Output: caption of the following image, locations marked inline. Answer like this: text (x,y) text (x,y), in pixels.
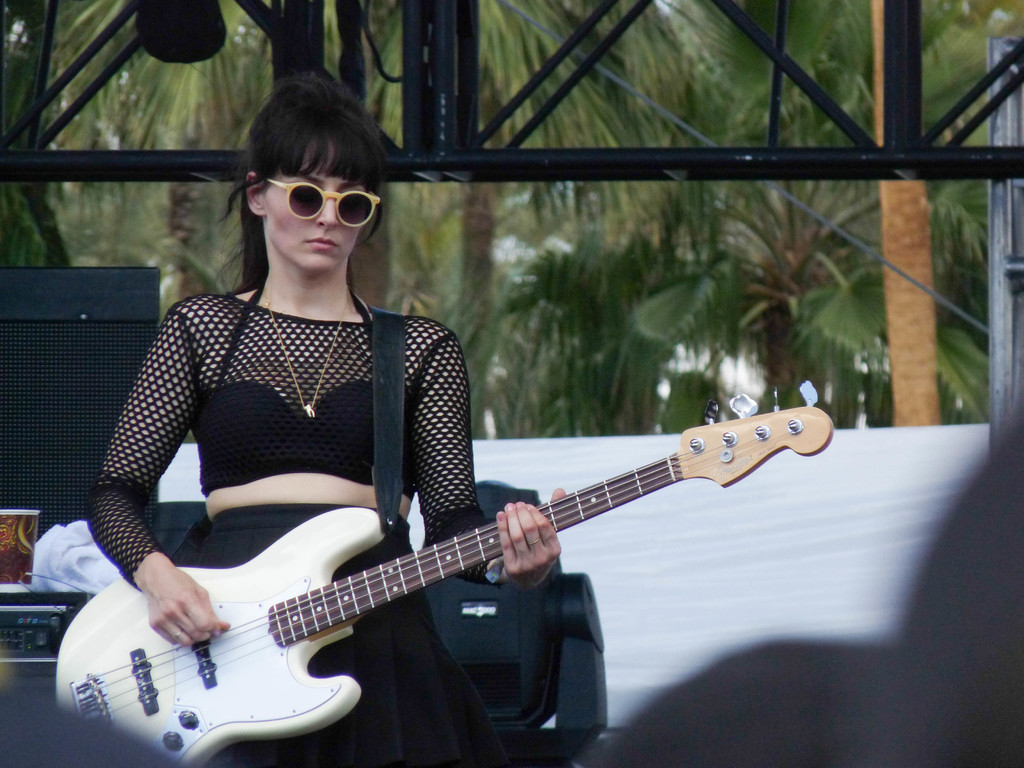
This is the picture taken in a outdoor, there is a woman (288,413) in black dress (293,433) standing on a stage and holding a guitar (222,656). Background of this woman (208,633) there are the music systems (36,621) and trees (609,261).
